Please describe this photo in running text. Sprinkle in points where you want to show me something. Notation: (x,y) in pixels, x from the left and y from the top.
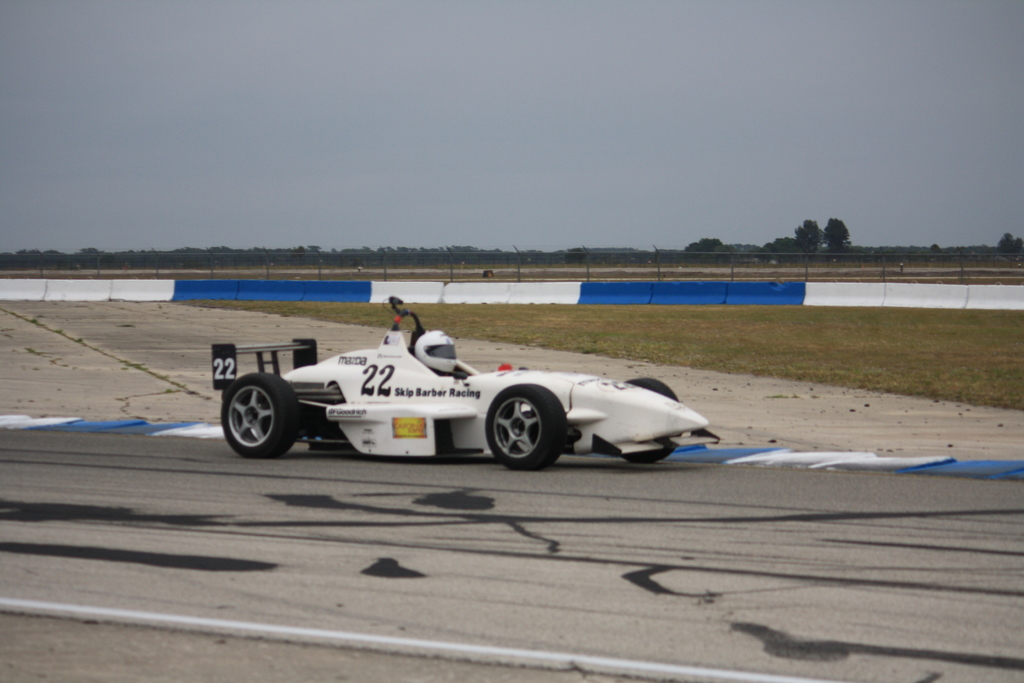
In this picture I can see the road (594,504) in front (36,492), on which there is a sports car (388,352) and I see something is written on it. In the middle of this picture (499,255) I see the grass (906,312) and the fencing (774,291). In the background (502,223) I see the trees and the sky (513,74).
